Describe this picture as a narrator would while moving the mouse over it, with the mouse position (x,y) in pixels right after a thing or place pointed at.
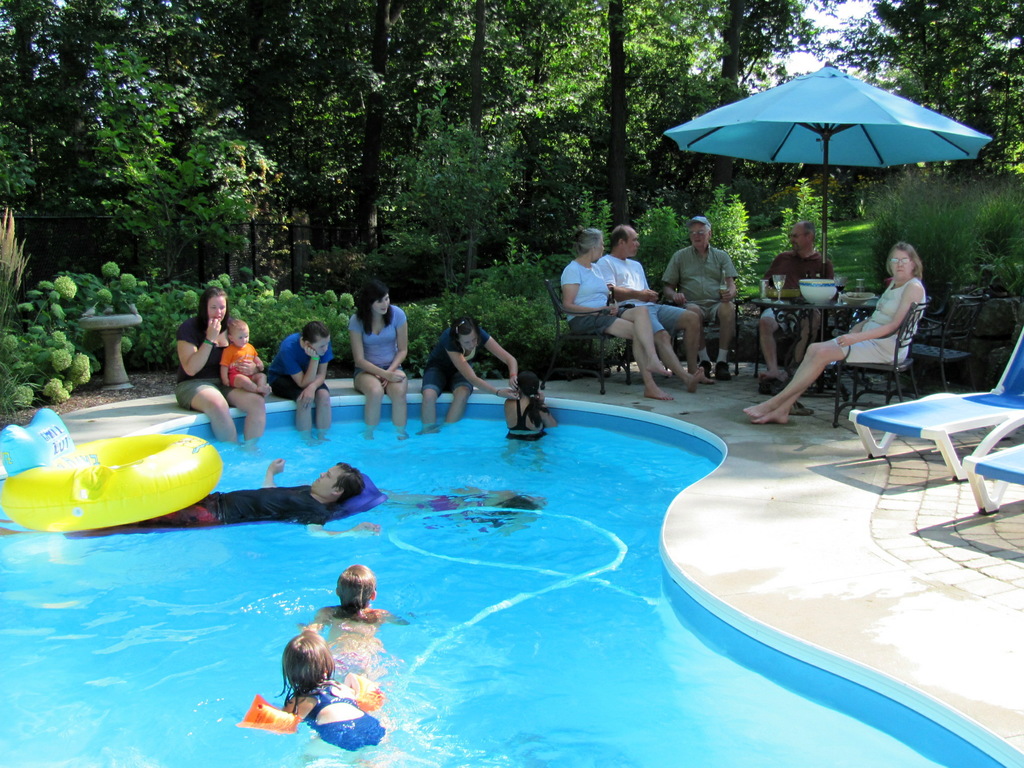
In this image I can see at the bottom (363,586) few people (369,603) are swimming in the swimming pool (476,622). In the middle (379,409) few people (255,365) are sitting, on the right side (789,256) few people (877,314) are sitting on the chairs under an umbrella (808,154). At the back side (771,203) there are trees (638,91).
